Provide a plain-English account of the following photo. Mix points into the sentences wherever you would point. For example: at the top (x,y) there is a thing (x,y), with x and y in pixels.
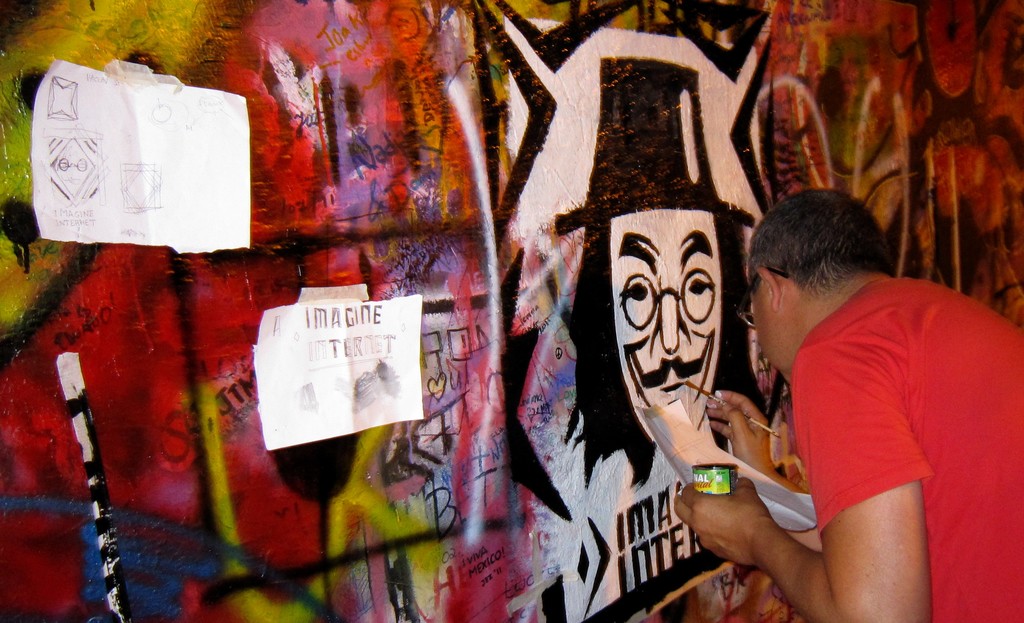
In this image, we can see a person (801,425) is painting on the wall (594,359) and holding some papers (698,458), object (719,471). Here we can see some posters (119,242).
